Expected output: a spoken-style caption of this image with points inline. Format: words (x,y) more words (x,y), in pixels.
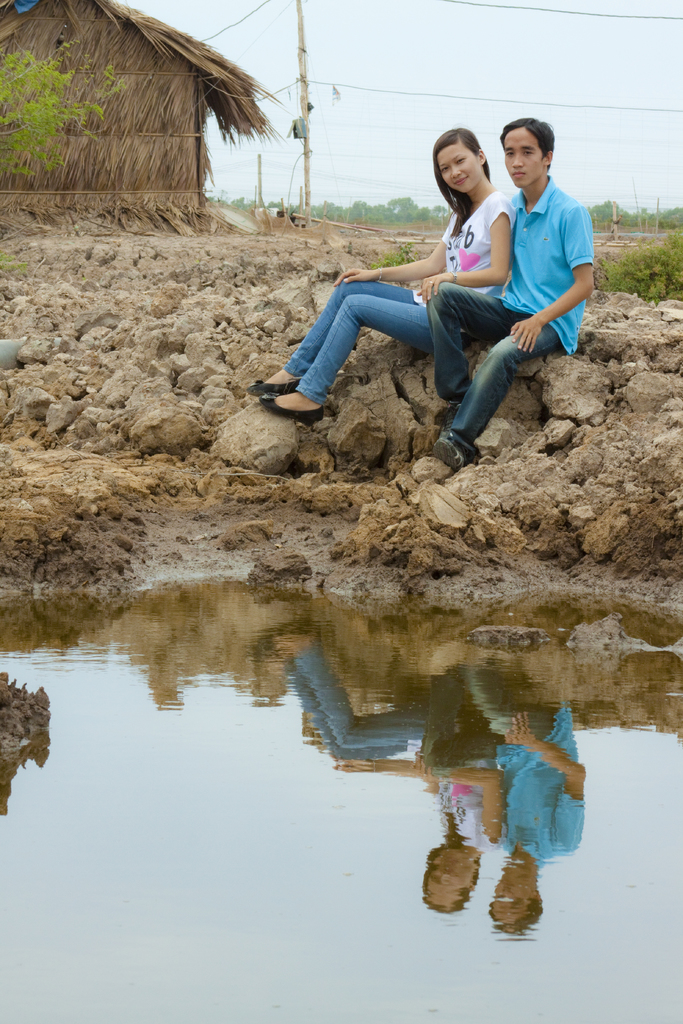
In this picture we can see a man (480,303) and woman (450,234), they are seated on the rocks (319,458), in front of them we can see water (334,727), in the background (137,160) we can find few trees (662,256), a pole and a hut (139,151).
